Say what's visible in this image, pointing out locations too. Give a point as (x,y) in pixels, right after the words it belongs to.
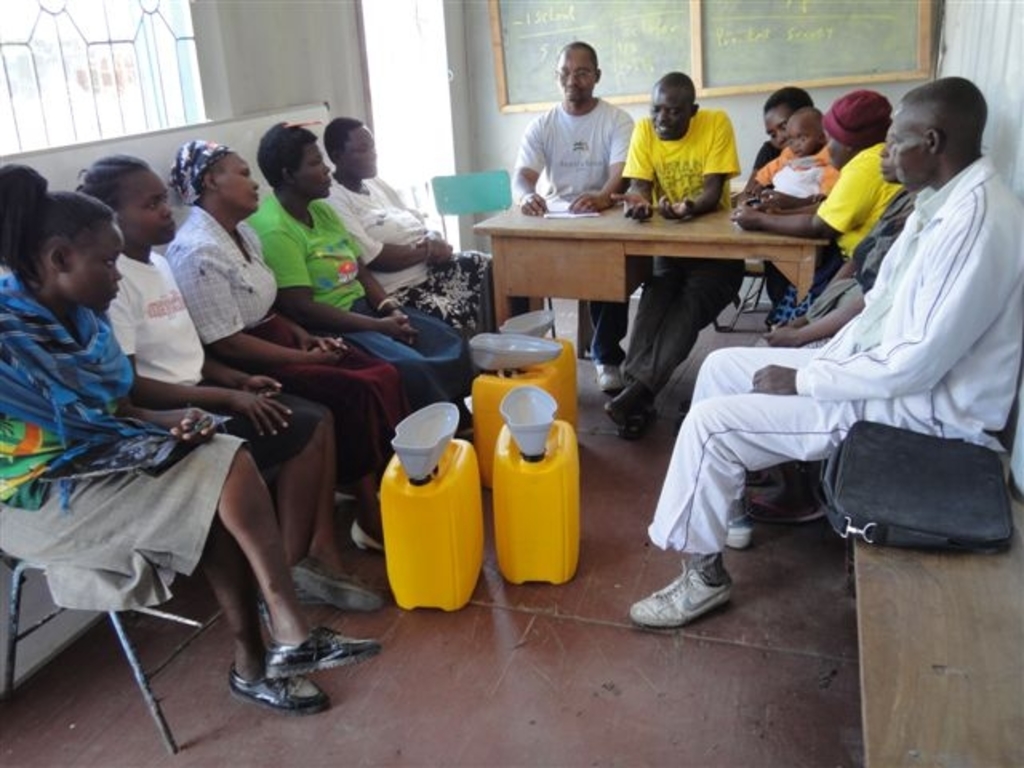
In this picture it seems like some meeting and this fellow (677,149) with yellow colored shirt (675,162) is saying something. These people (360,244) are listening and it is looking like a small room (599,624) and here we have 4 cans (528,474) or tins (439,504) present here with vessels (427,412) on top of them.
